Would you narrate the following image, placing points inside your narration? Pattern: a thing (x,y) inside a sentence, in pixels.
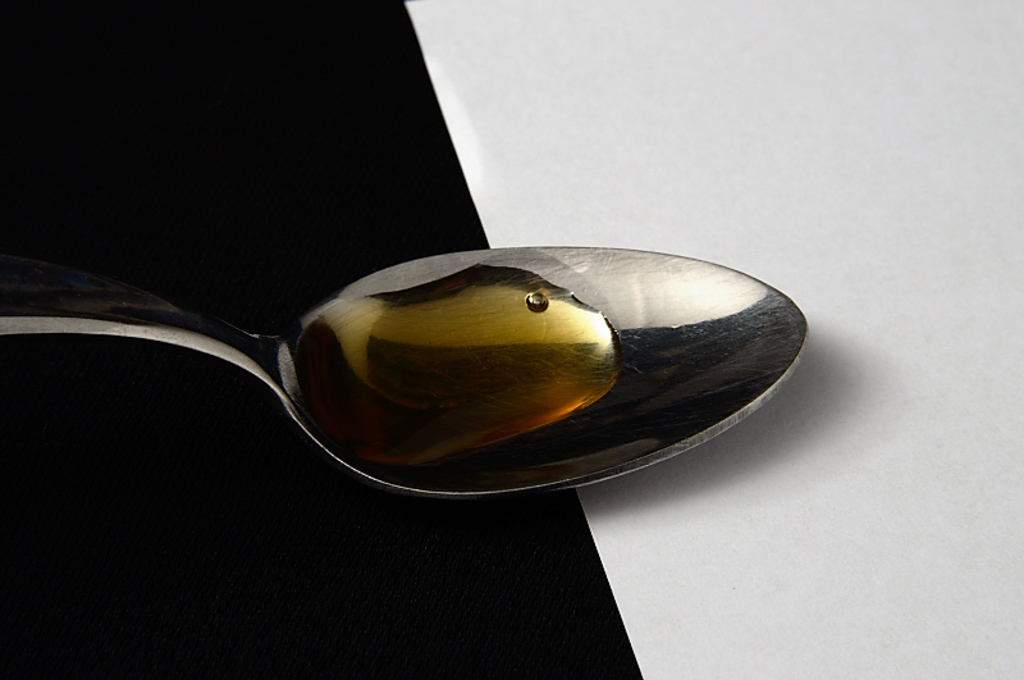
In this image I see the silver color spoon (627,354) on which there is liquid (466,369) and I see that it is dark over here and I see the white surface (549,209) over here.
